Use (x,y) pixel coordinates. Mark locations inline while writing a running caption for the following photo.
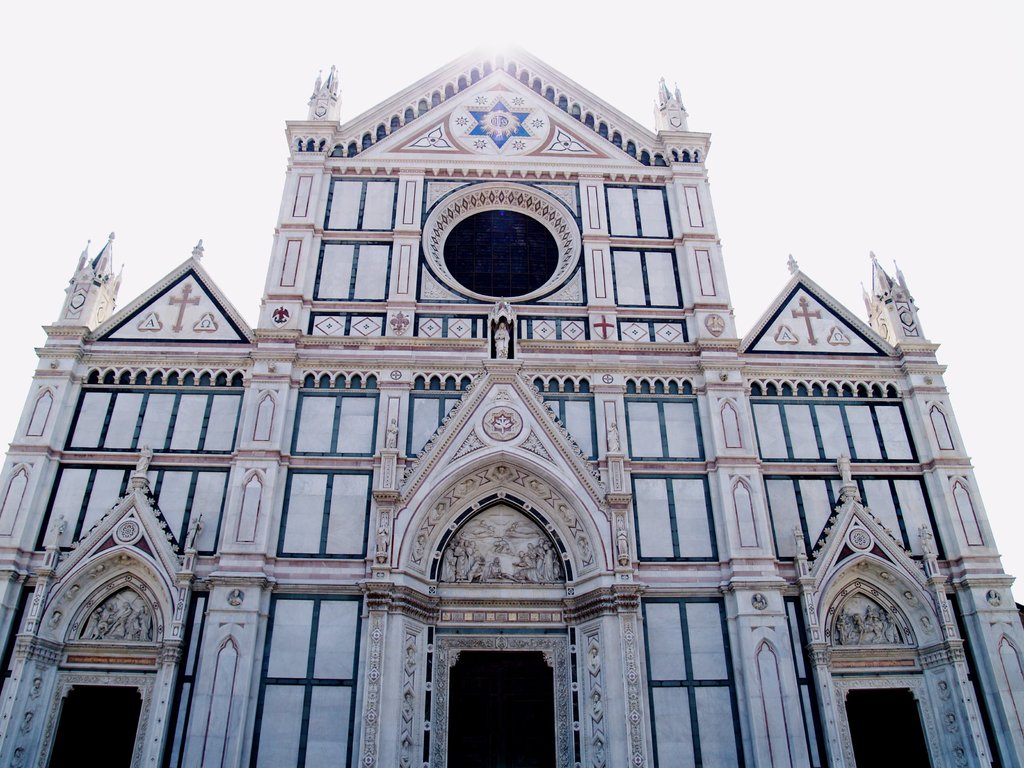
In the image we can see there is a church building (440,393).
